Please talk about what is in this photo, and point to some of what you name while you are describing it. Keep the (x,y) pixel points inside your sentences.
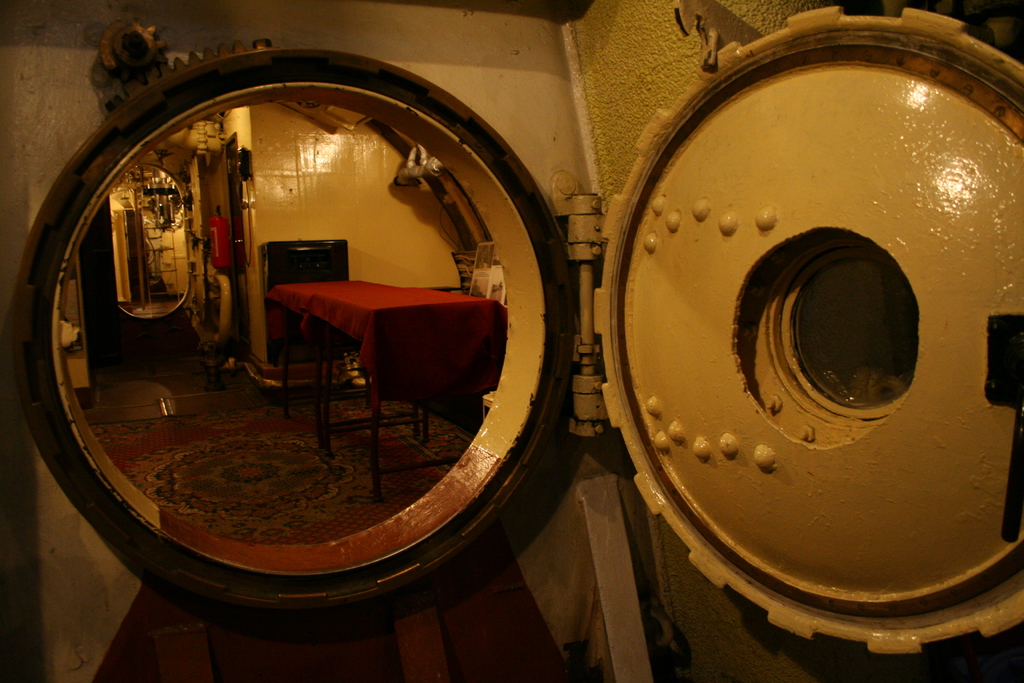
In this picture, in the foreground (207,75) it looks like there is a metal door (879,286). At the back (435,314) there is a table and there are objects (149,219) and there are pipes (221,366) and there is a fire extinguisher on the wall (180,335). At the bottom (240,491) there is a floor (349,491) and there is a mat (306,501). At the top (435,156) there is a pipe (431,174) and there is a board (405,192) behind the table (458,325).
